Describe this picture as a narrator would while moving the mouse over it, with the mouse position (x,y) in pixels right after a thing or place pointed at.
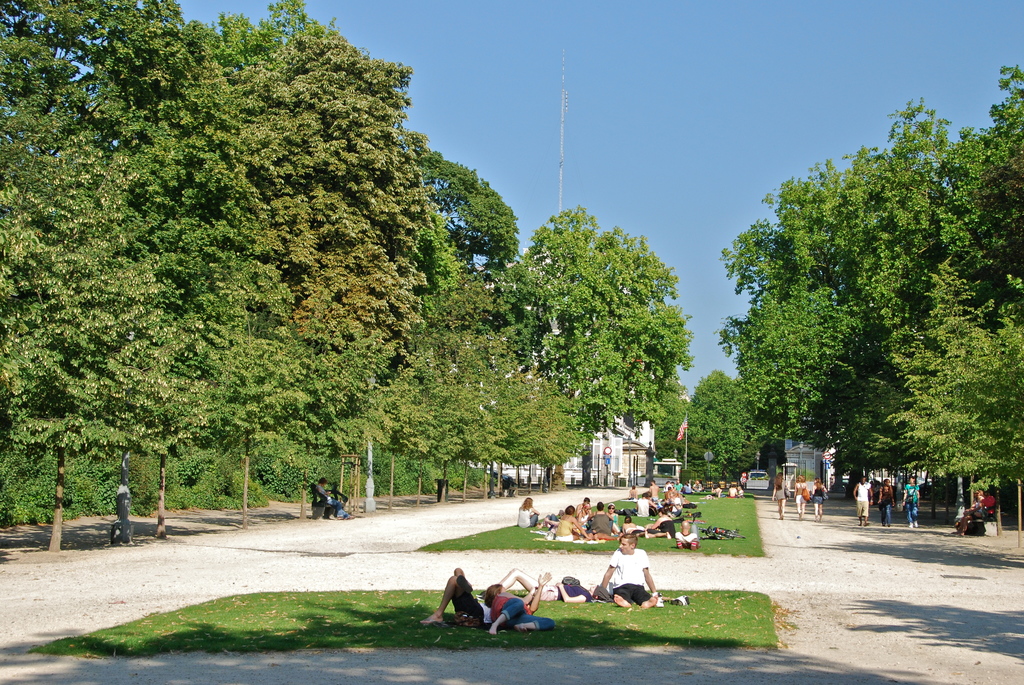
In this picture we can see there are groups of people (522,574) on the grass (520,546). Some people (824,488) walking on the walkway (793,523). On the left (320,370) and right side of the image (947,451), there are benches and trees (556,368). Behind the people (647,497) there is a flag (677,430), buildings (672,462) and there are poles (607,468) with boards (607,453) attached to it. Behind the trees (523,298) there is the sky (596,137).
